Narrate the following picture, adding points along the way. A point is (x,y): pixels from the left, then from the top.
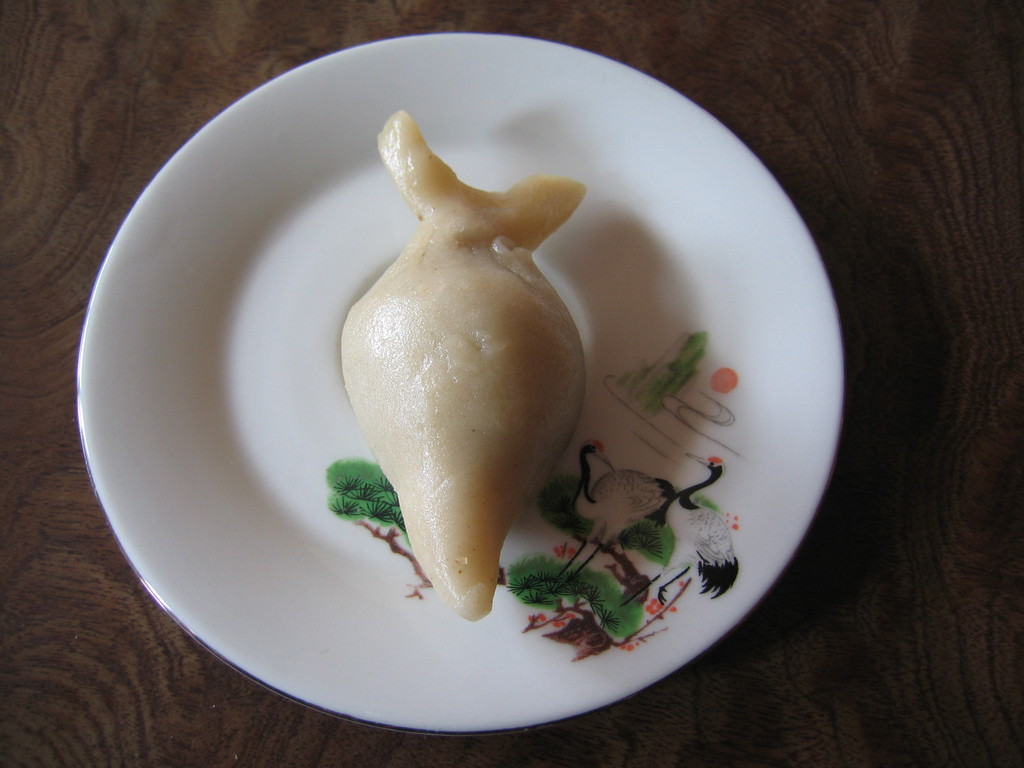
In this image there is a food item (446,317) on the plate (257,376), which is on the wooden board (20,603).
